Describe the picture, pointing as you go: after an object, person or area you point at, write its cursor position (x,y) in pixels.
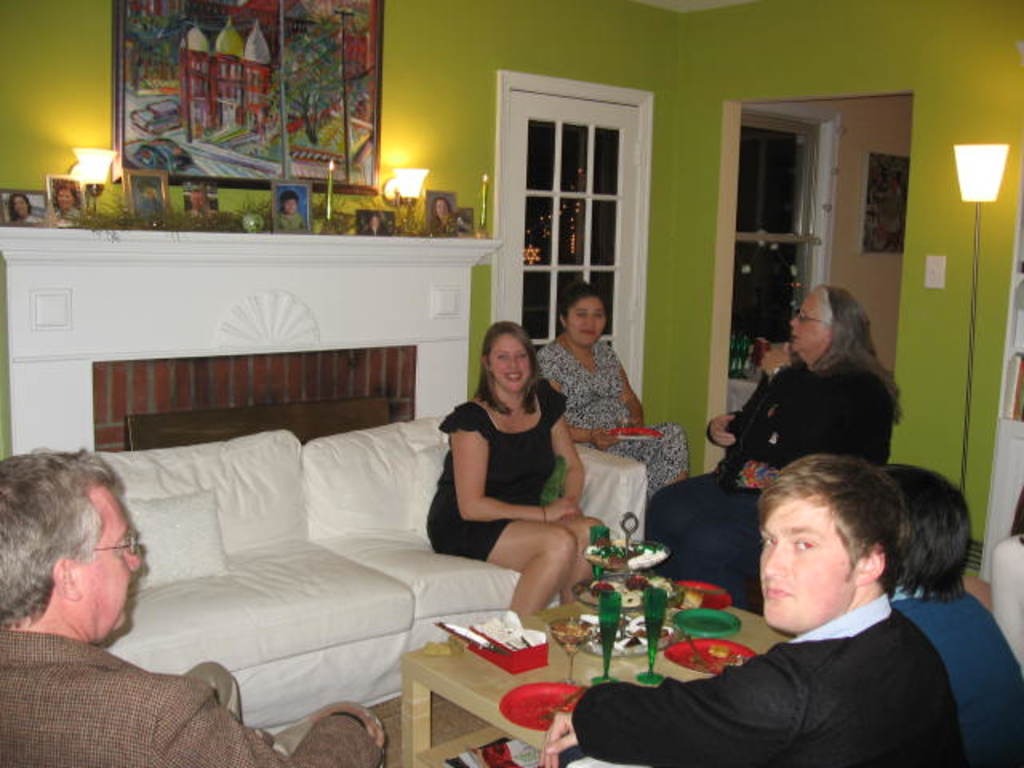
There are many people (534,447) sitting in this room (395,707). There is a table (453,668) in the middle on which some food items (662,636), glasses (657,638) and plates (691,631) were placed on it. There are men (122,536) and women (561,457) in this group (568,381). In the background (202,99) there is a photo frame (234,89) attached to the wall (458,110) and a door (555,176) here.
